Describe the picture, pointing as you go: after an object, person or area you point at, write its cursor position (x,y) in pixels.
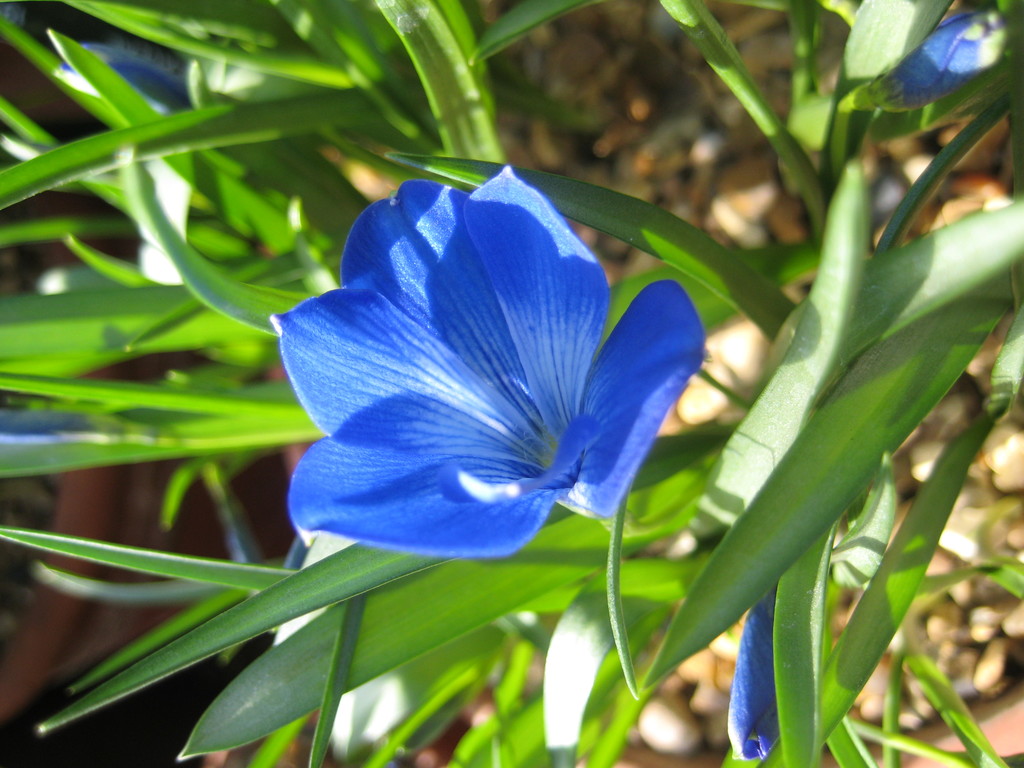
In this picture we can see flowers (513,363), leaves (222,435) and in the background (712,102) we can see stones (661,194) and some objects (73,516).
